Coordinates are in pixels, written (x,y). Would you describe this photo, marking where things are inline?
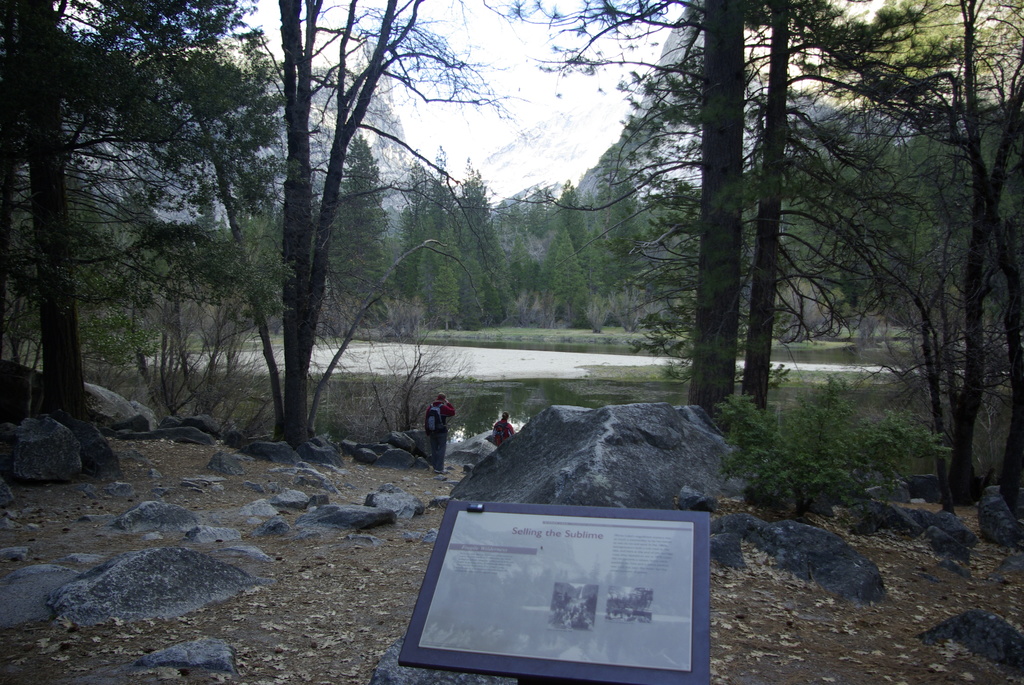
At the bottom of this image (628,517), there is a board (472,511) arranged on a hill (297,647), on which there are trees (281,222) and stones (489,462). In the background (450,433), there are two persons (440,435), there is water (335,352), there are trees (329,293), a mountain (603,178) and there is sky (475,27).
